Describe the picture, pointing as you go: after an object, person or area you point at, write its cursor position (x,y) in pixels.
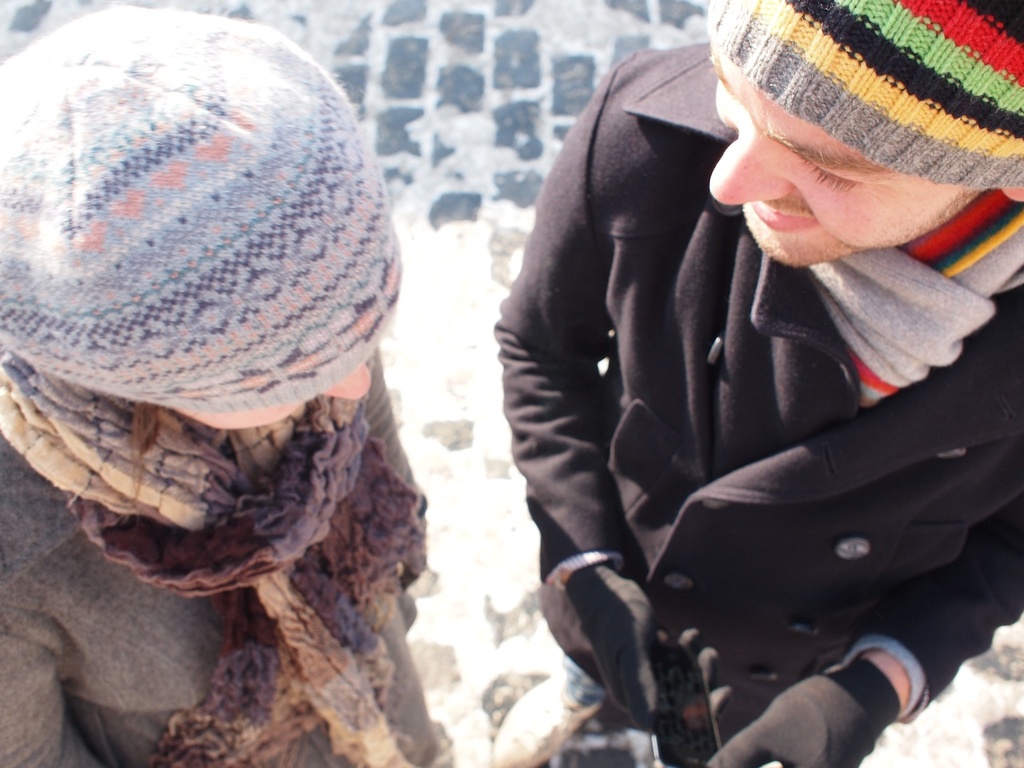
Here two persons (795,382) are standing wearing clothes (614,529).
